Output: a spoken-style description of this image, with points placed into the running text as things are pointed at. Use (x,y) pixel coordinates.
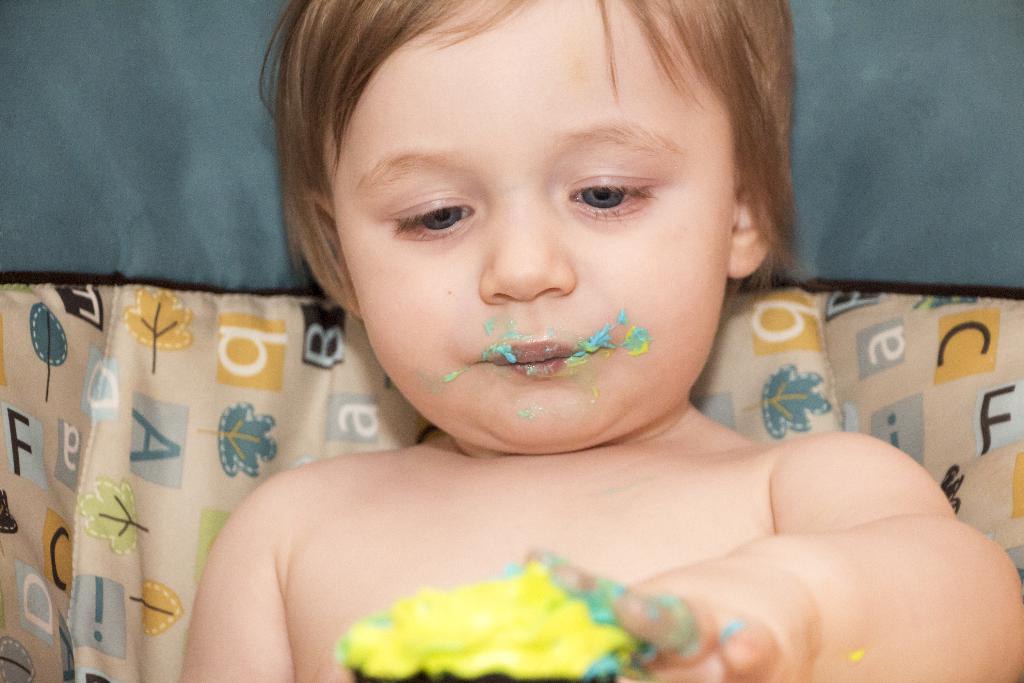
In the picture I can see a child (496,434) is holding food item (510,648) in hands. In the background (60,574) I can see clothes (808,195).
